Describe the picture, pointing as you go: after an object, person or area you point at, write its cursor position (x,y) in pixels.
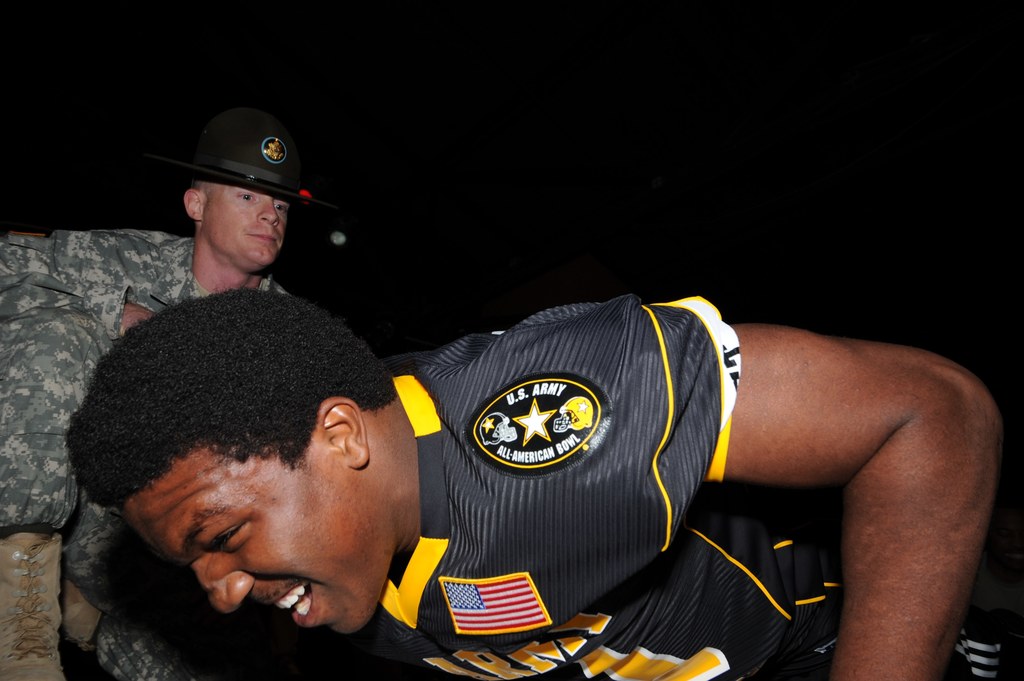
In the image there are two men (283,412), one is an army officer (50,328) and one person (363,482) is doing push ups on the floor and the officer (71,307) is sitting behind him and the background (810,190) is dark.
